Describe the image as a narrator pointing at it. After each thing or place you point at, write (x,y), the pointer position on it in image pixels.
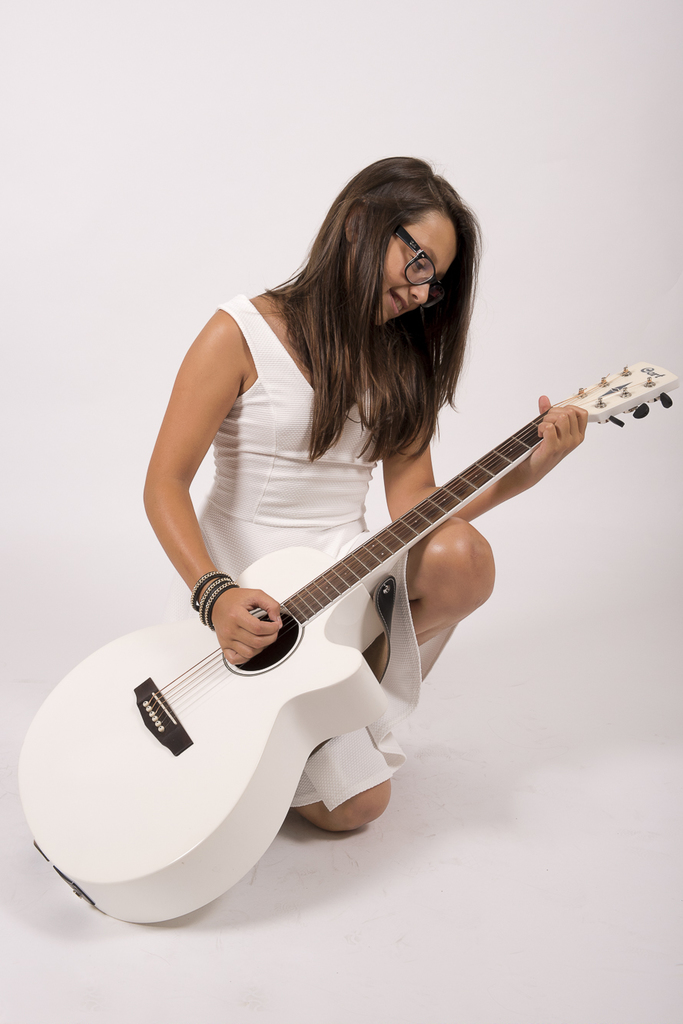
This is a picture of a woman (311,423) in white dress (261,530) holding a white guitar (233,666). background of this woman (330,407) is a wall (134,201) which is in white color.
